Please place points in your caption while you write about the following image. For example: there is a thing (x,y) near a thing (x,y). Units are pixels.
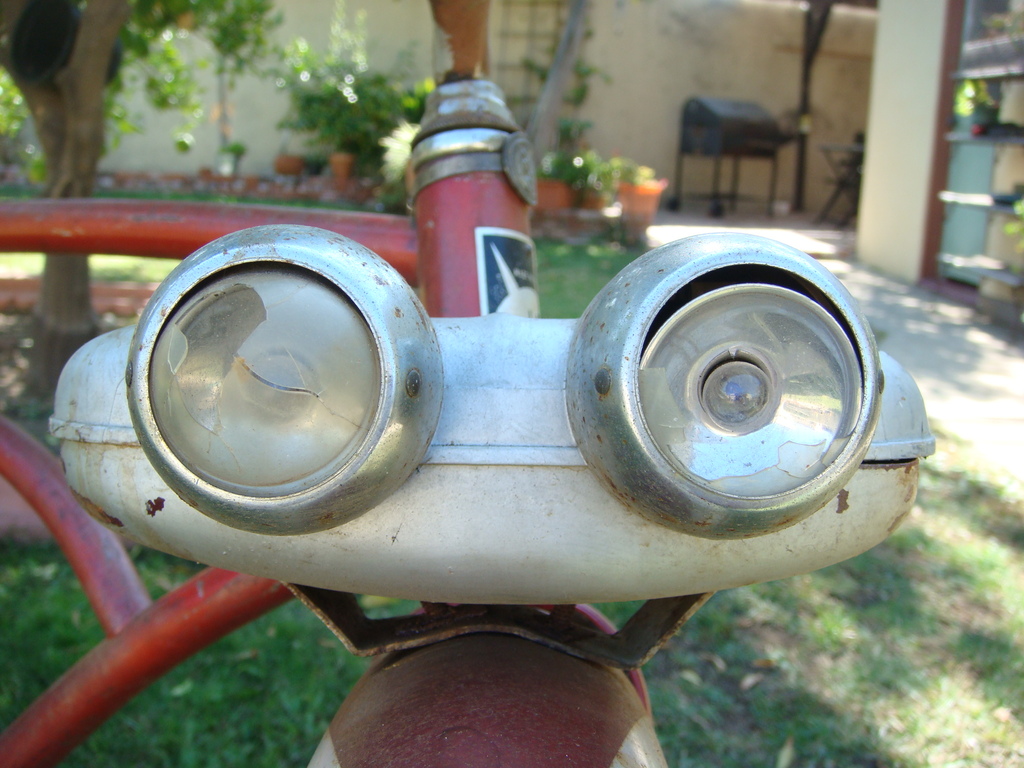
In the center of the image (496,431) we can see the lights (404,428) of a bicycle (339,425). In the background (68,162) there are trees (103,150), grass (554,279), building (890,192), pots (628,198) and wall (616,96).
